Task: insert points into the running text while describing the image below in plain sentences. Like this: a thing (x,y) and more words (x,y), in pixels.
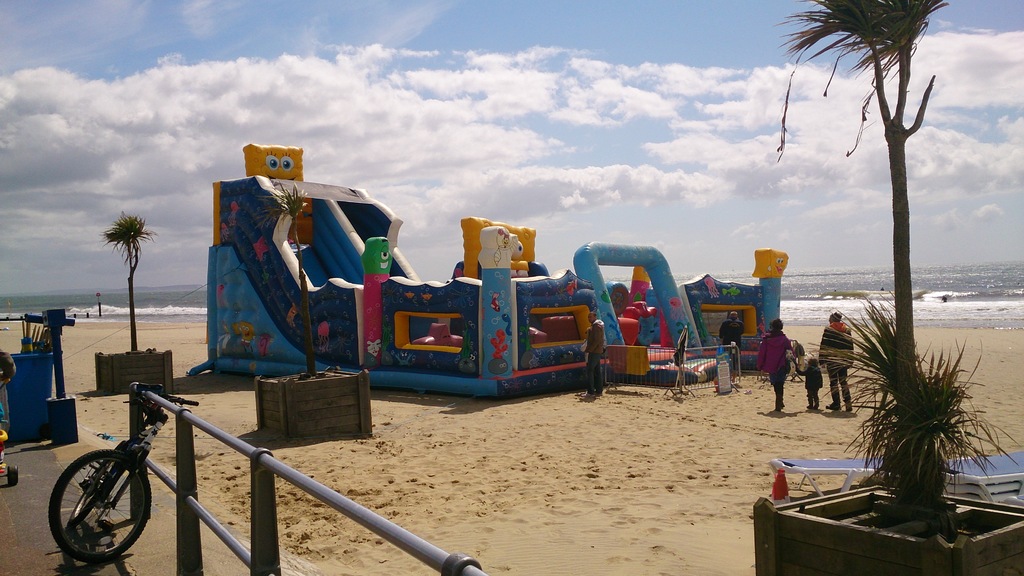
This picture is clicked outside. In the center (460,316) there is an inflatable slide (364,288) and we can see the trees (947,384), group of persons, metal rods (184,509), bicycle (79,521), water body (125,301) and many other objects (28,431) and we can see the wooden objects (269,389). In the background (553,27) there is a sky (876,160) which is full of clouds (876,160).
